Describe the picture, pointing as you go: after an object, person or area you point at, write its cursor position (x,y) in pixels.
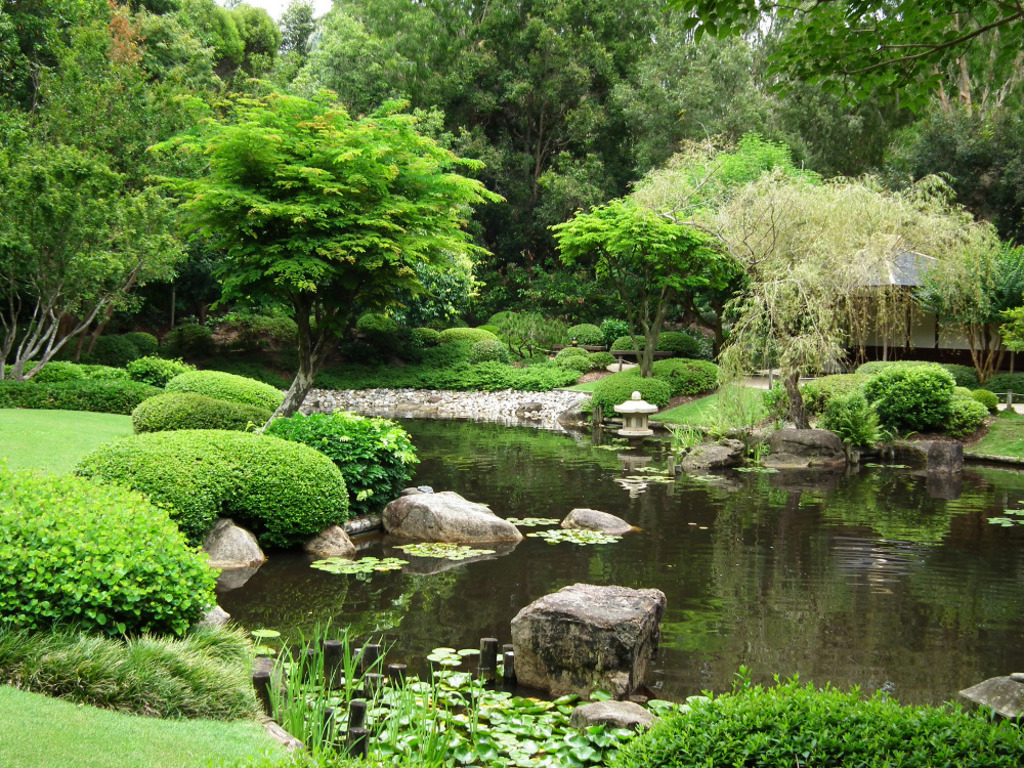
In this image we can see a water body (495,499), grassy land (25,455), plants (157,593) and rocks (479,507). There is an object (903,289) on the right side of the image (912,327). At the top of the image (635,201), we can see the trees (280,173). Behind the trees (303,41), we can see the sky (761,16).
